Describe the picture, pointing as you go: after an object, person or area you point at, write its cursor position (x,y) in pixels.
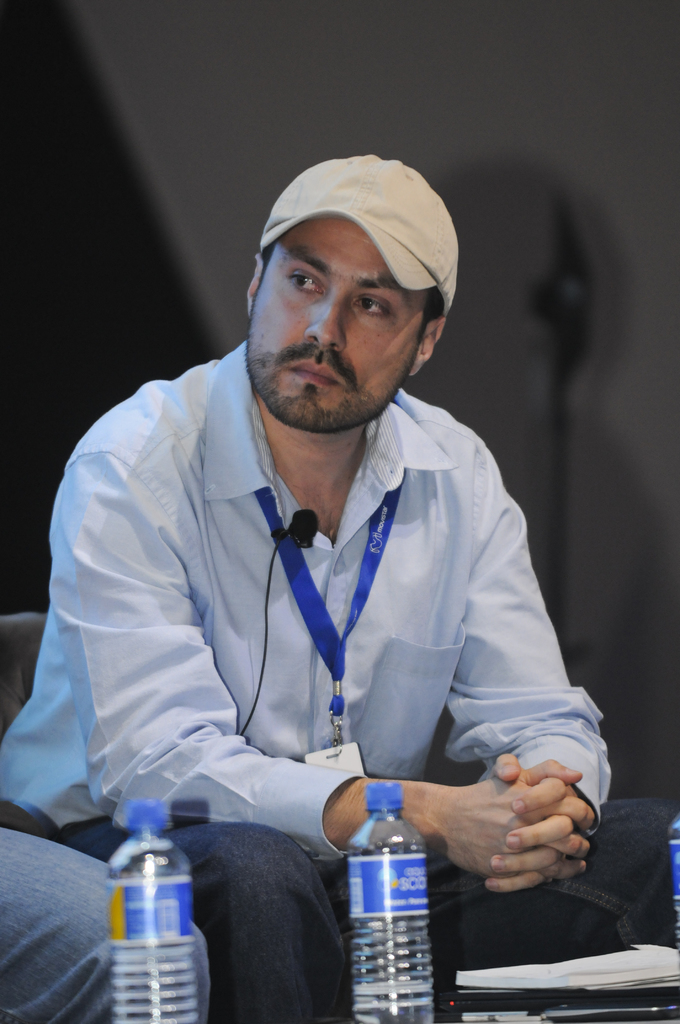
The picture contains a person (199,562) sitting, he is wearing a blue shirt (275,657). In the foreground of the picture (122,966) there is a table (483,1009), on the table (551,1009) there are water bottles (367,926) and books (566,962). In the background (545,105) there is a grey and brown colored curtain (111,133). The person (447,267) is wearing a cap (388,208), a mic (302,524) and identity card (333,752).
